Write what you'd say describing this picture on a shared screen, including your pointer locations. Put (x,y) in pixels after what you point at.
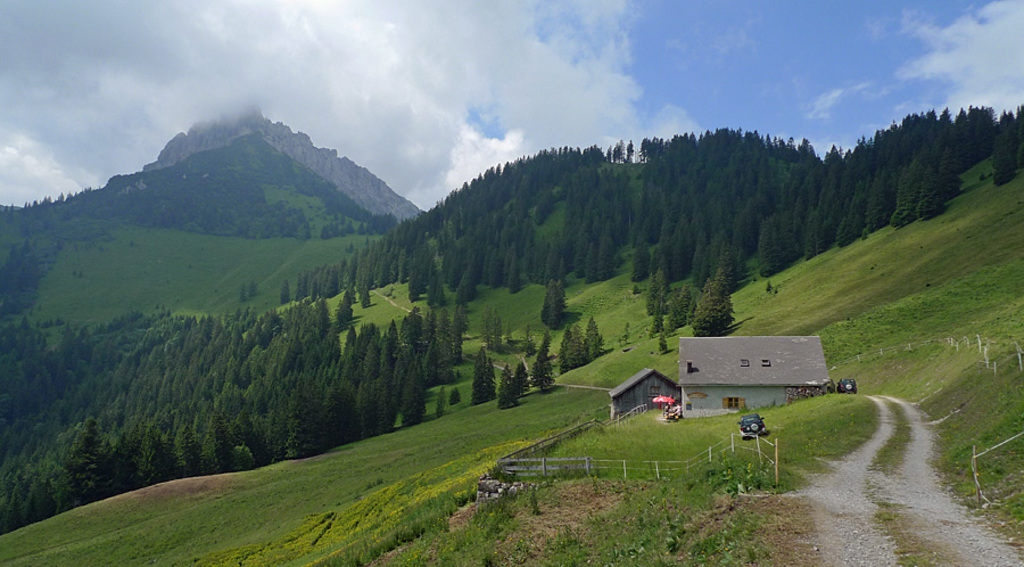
In this picture we can see there are houses (742,401), vehicles (758,423), grass (610,368) and the fencing (627,461). Behind the houses (674,397), there are trees (668,249) and hills (611,381). In the bottom right corner of the image (933,539), there is a path (917,544) and a stick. At the top of the image (177,51), there is the cloudy sky (773,20).
